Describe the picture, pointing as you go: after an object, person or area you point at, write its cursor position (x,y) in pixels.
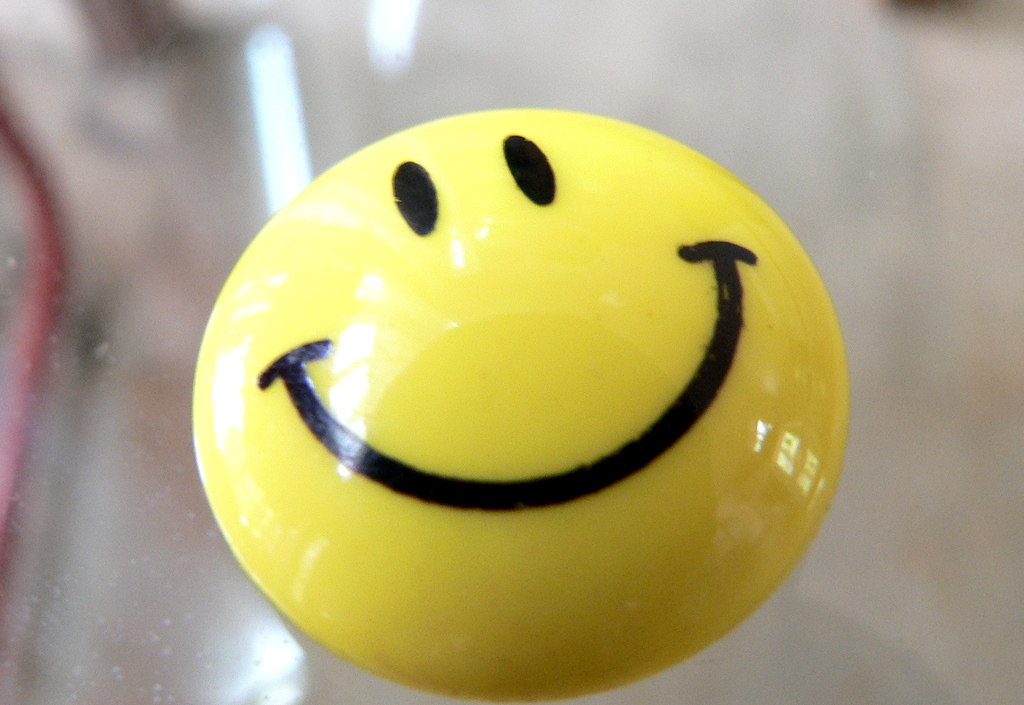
In this image we can see a smiley badge (510,318) on a glass platform (308,644) and at the top (258,80) we can see the reflections (272,119) of lights (297,123) and an object (36,271) on the glass platform (757,98).
